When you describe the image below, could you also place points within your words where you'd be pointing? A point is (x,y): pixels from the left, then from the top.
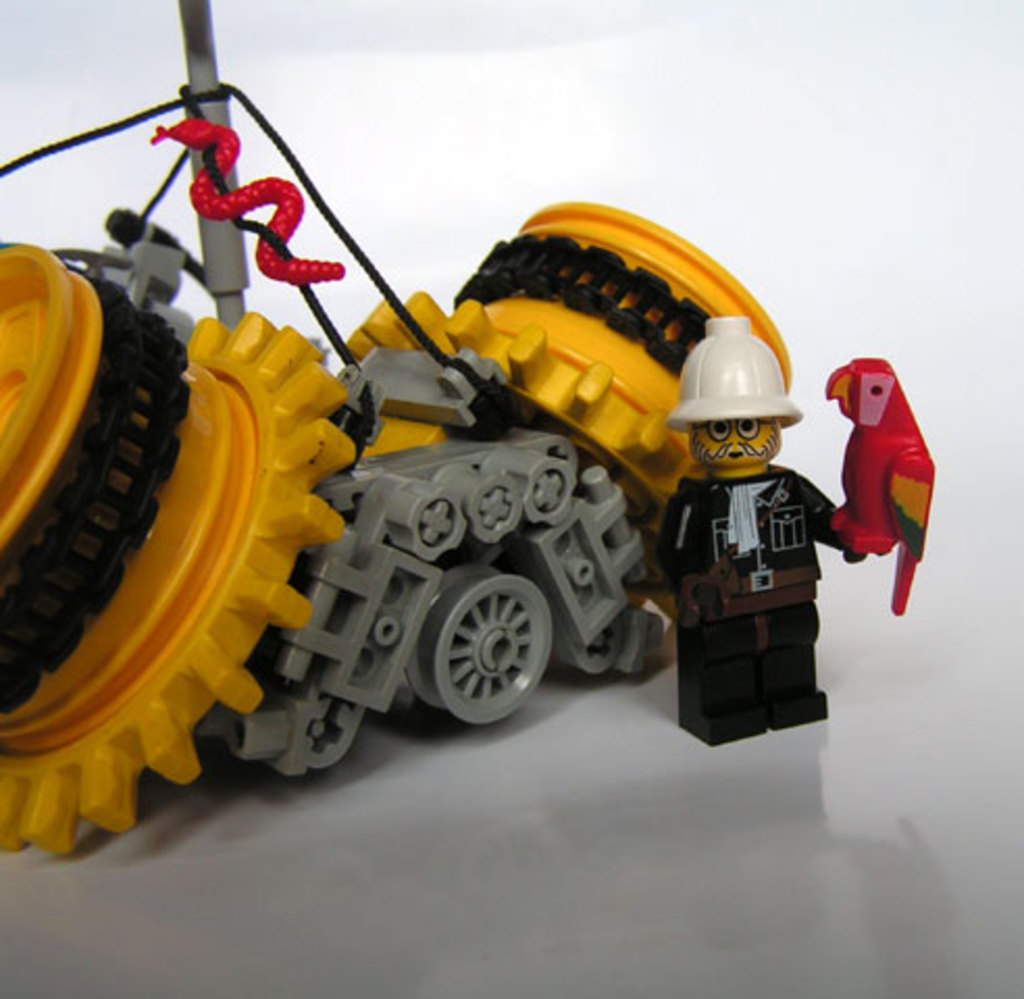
We can see toys (223,389) on the white surface (643,729). In the background (506,182) it is white.
